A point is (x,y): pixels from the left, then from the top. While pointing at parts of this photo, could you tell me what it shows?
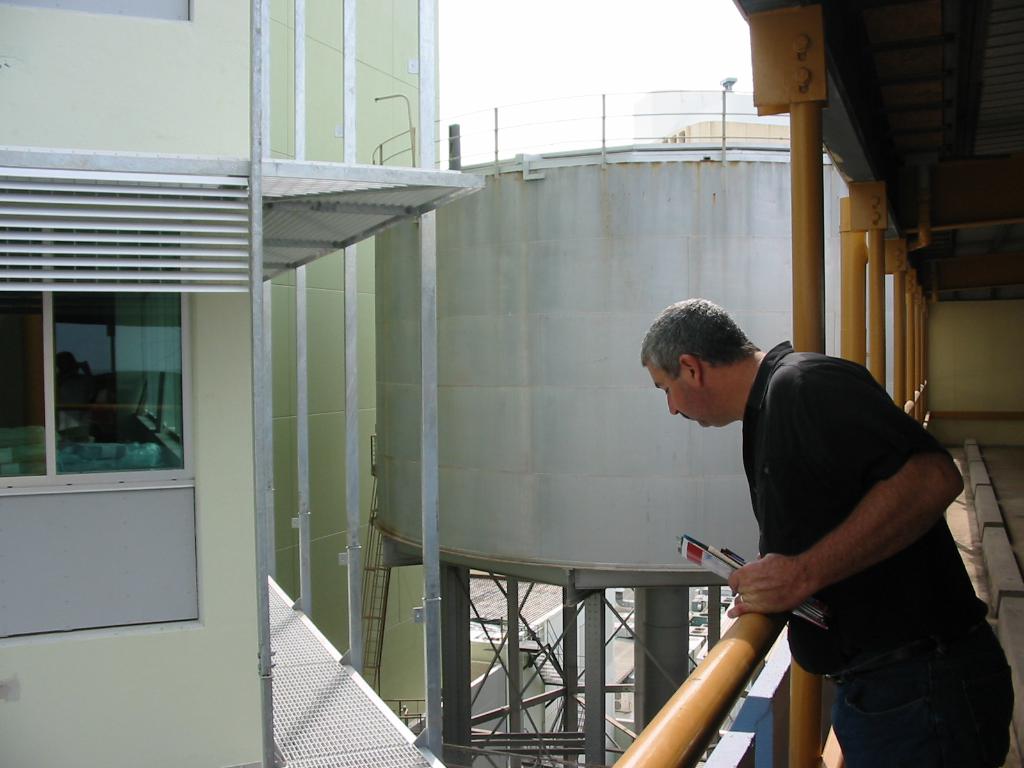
Here we can see a man (728,320) looking downwards and he is holding papers (826,621) with his hands (776,574). Here we can see a building (205,123), glass window (148,399), poles (300,389), and a tanker (513,473). In the background (639,40) there is sky (636,39).
